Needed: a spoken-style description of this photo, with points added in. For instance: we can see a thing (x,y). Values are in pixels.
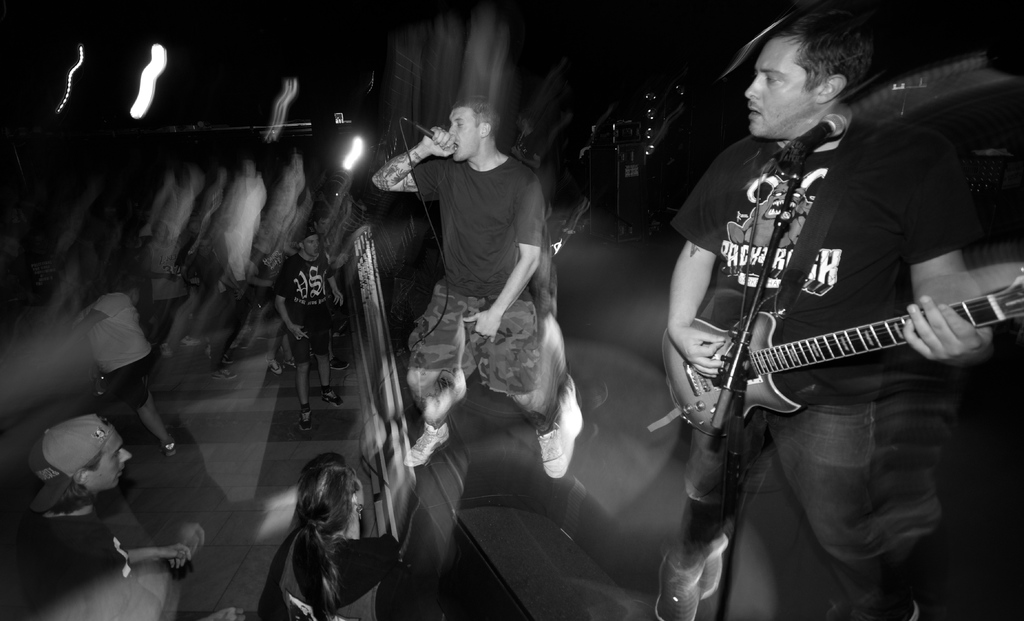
There are two men (732,267) standing. This man (486,298) is standing and singing a song using mike (417,123) and the other man (813,322) is standing and playing guitar (765,372). I can see group of people (313,506) standing and watching their performance. This is the mike (797,150) with the mike stand (725,389).
